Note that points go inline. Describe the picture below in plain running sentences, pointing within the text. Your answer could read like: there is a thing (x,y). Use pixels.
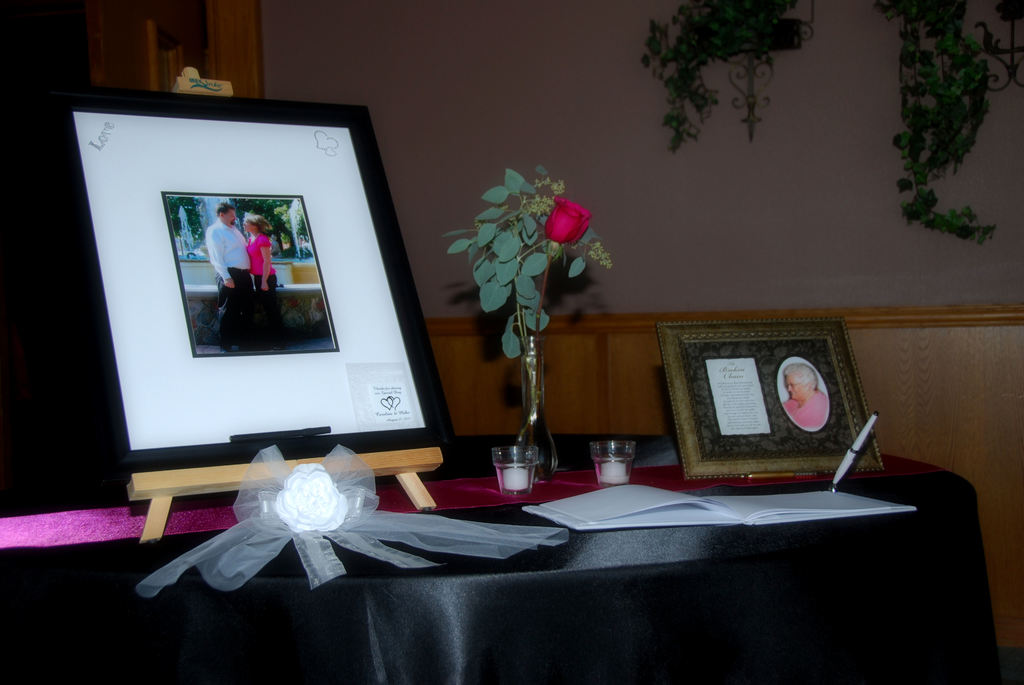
In this image I can see a table (705,618) on which I can see a black colored cloth (709,596), a book (789,510), a flower (570,232) which is red in color in a flower vase (532,345), a photo frame (287,337) in which I can see two persons (264,220) standing. In the background (569,434) I can see the wall (456,117).
